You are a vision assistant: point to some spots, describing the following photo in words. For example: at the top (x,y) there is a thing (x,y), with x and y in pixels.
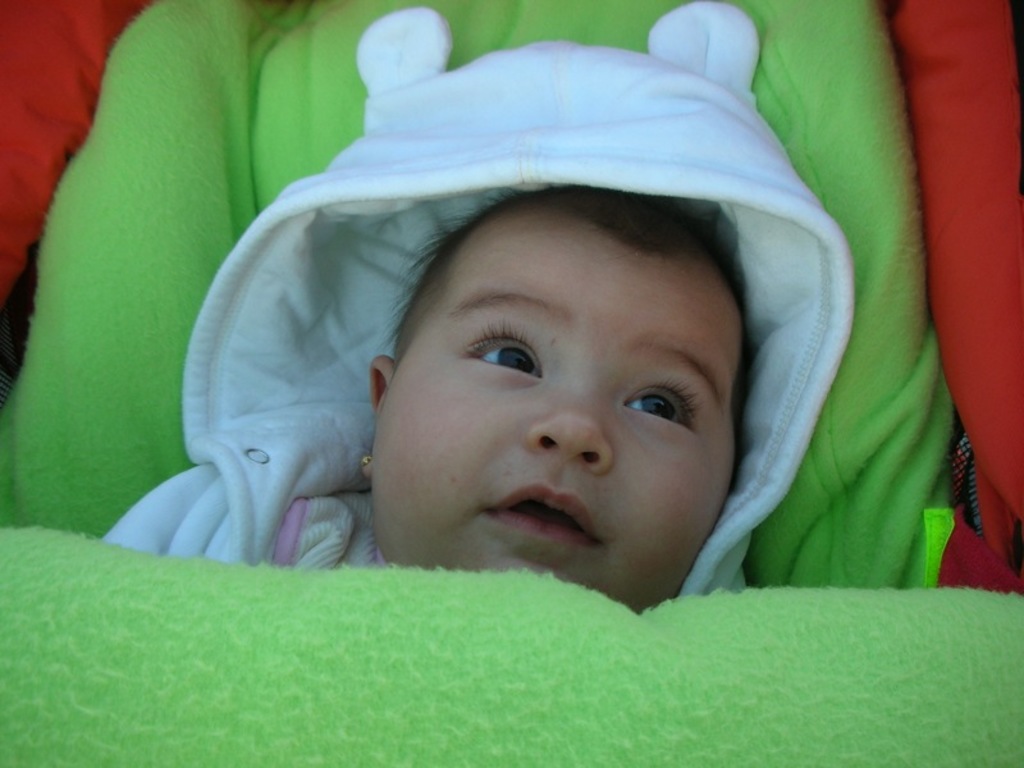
In the middle of this image (470,292), there is a baby (724,469) in a white color dress (313,421), on a light green color cloth (846,493). This baby (751,485) is partially covered with a light green color cloth (693,618). In the background (1016,234), there is an orange color cloth (1011,256).
